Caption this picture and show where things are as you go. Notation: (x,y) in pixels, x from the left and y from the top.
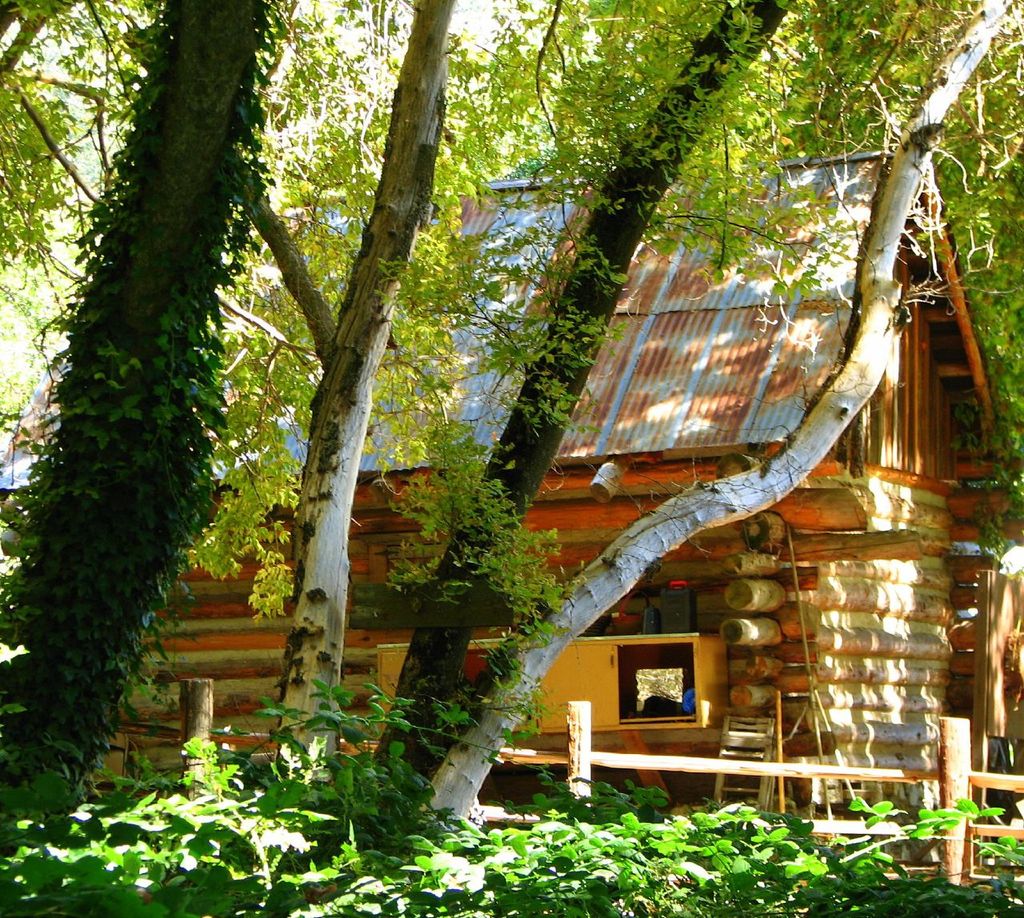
In this image we can see there are trees (393,456). At the center of the image (602,437) there is a wooden house (743,631).
